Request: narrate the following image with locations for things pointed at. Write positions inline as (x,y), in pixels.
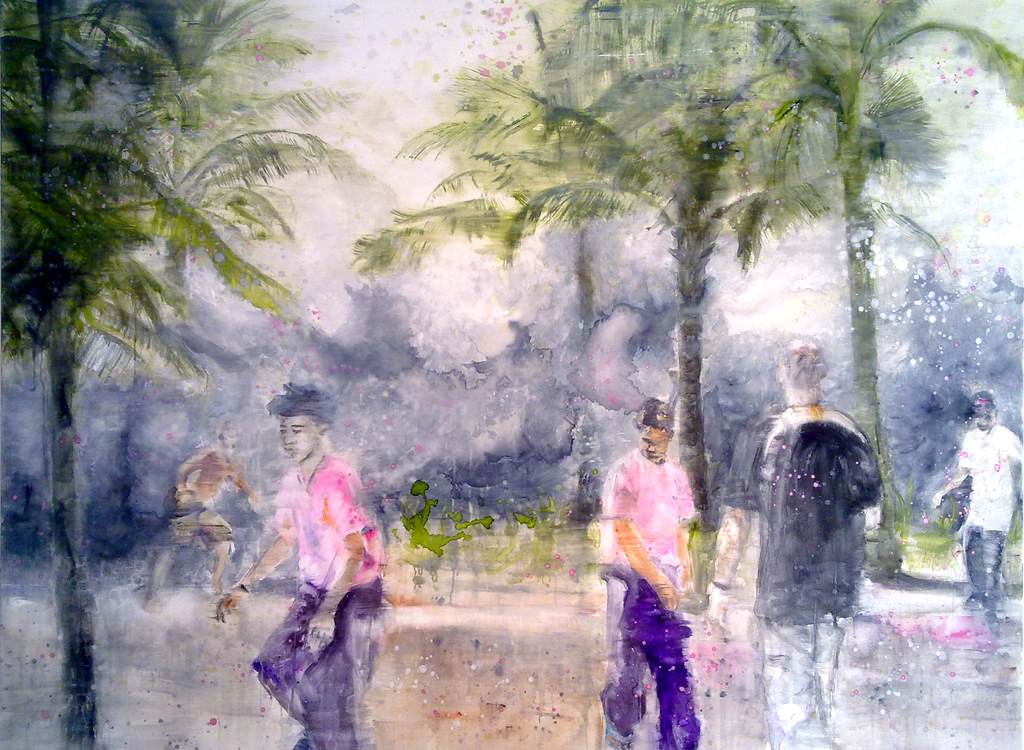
This is a painting. In this painting, there are persons (1006,442) in different color dresses (989,534), there are trees (866,365) and plants (549,512) on the ground (395,633). In the background (970,121), there are clouds (1015,130) in the sky (970,121).
